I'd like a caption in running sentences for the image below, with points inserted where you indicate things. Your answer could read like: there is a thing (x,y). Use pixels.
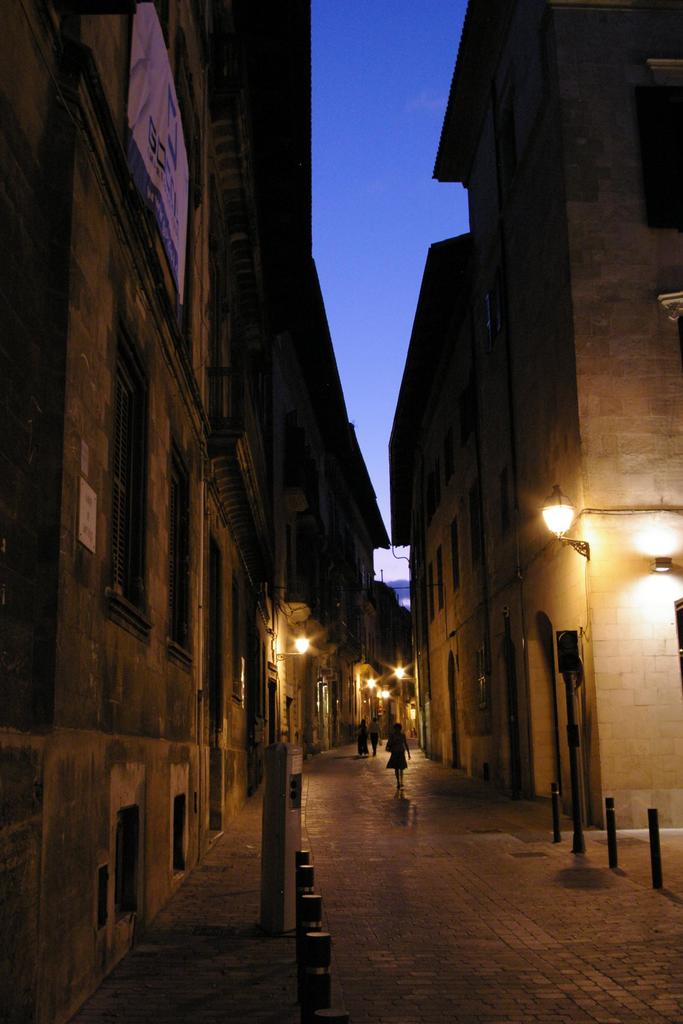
In this image there is a way (365,767) in the middle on which there are few persons (405,749). There are buildings (405,616) on either side of the way (464,822). There are lights (561,531) which are attached to the buildings (278,626). At the top (381,119) there is the sky (391,160).
